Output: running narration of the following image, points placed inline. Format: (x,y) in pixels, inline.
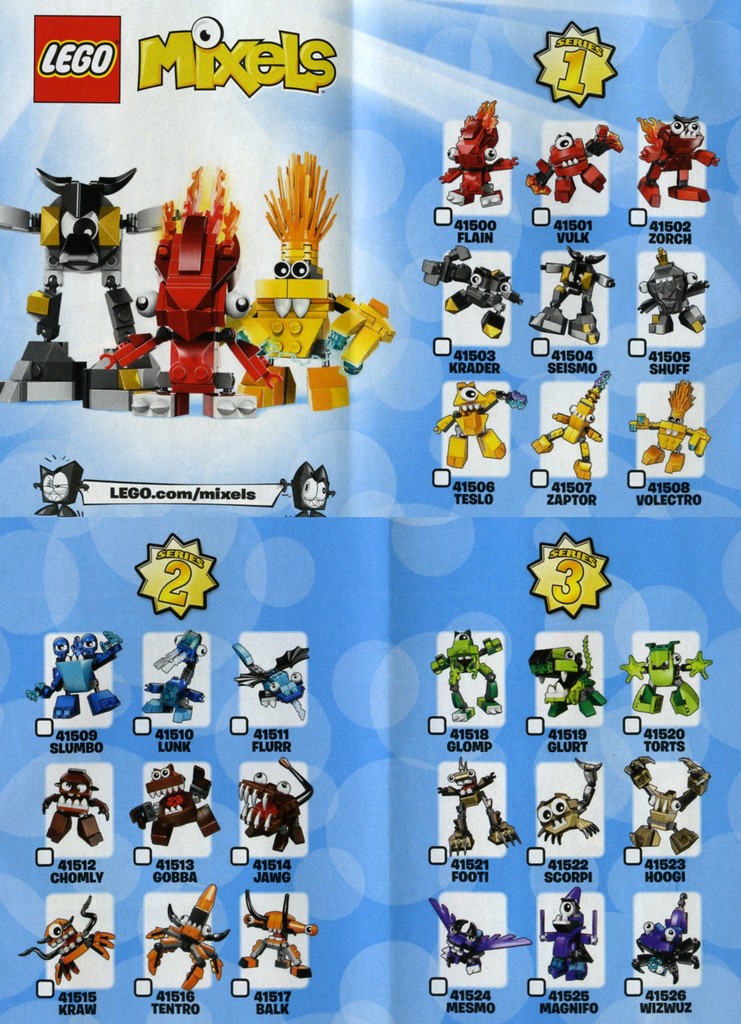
In this image I see a poster (403,66) on which there are different pictures (425,263) of toys (649,845) and I see words (464,373) and numbers (262,736) written on the poster (312,492) and I see the poster (411,142) is of white and blue in color.
